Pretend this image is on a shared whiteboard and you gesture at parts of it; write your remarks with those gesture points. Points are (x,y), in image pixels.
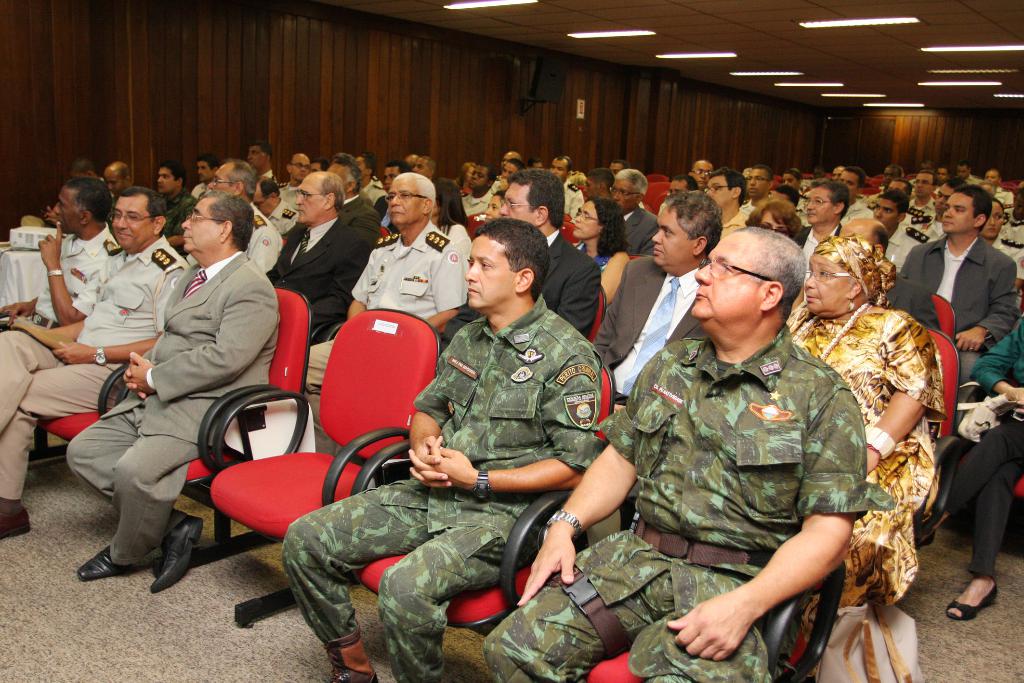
In the picture there are many people (176,295) present sitting on the chairs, there are many lights (457,3) present on the roof (948,1).
